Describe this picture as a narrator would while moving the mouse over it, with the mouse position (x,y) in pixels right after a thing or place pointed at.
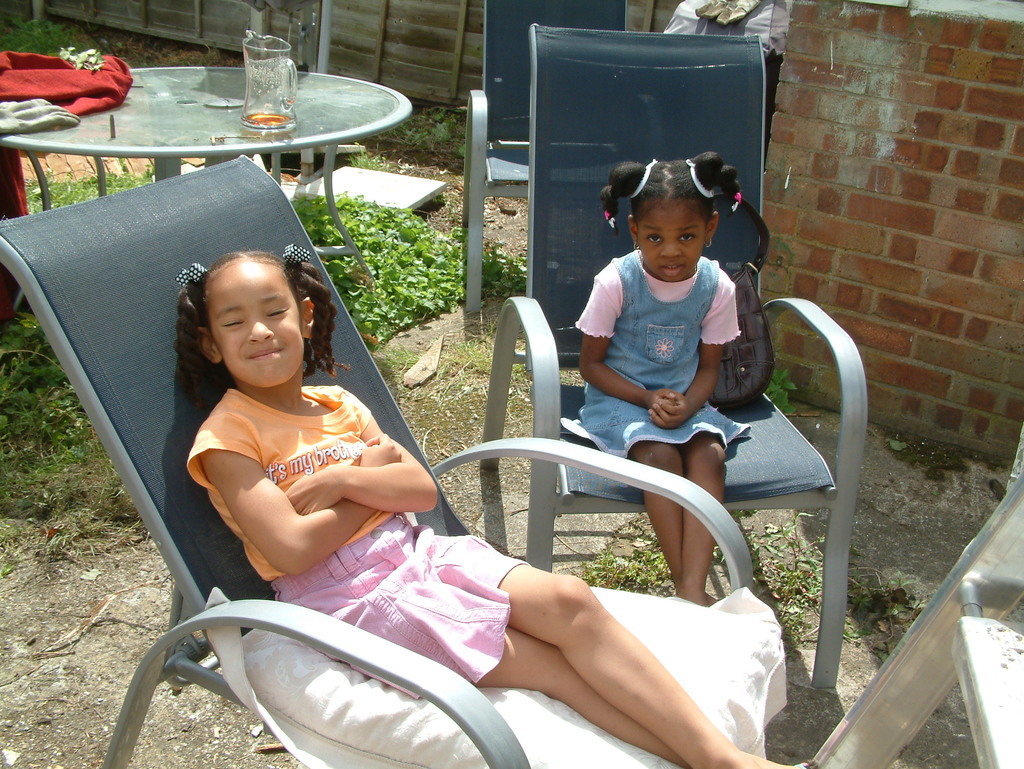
This 2 kids (694,265) are sitting on a chair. Beside this kid (626,383) there is a bag (738,377). On this table (329,128) there is a cloth (92,96) and jar (255,116). Under the table (338,213) there are plants (379,263). This wall (860,225) is made with bricks (877,215). On this chair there is a pillow (493,690).
